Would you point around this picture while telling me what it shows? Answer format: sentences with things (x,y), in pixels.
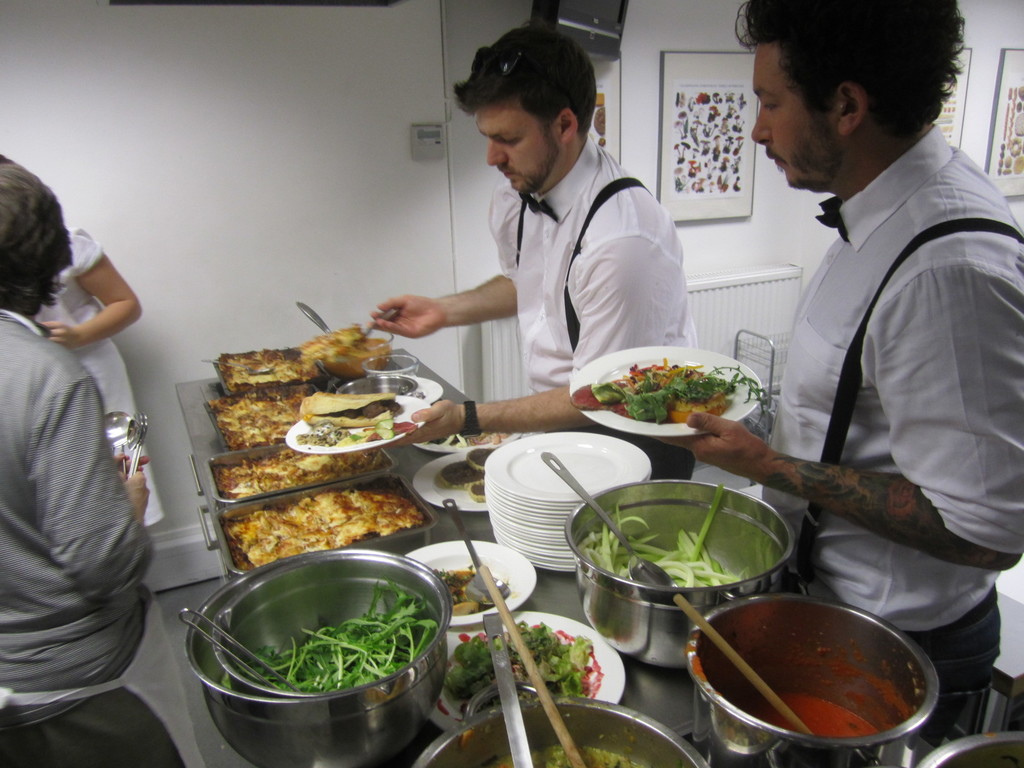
In this image there is a table (554,596) on which there are plates (537,552), bowls (732,551) with some food (370,668) in it. There are two persons (609,217) on the right side (816,322) who are holding the plates (657,422) and serving the food (371,352) with the spoons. On the left side (42,362) there are two other person (50,464) who are holding the spoons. In the background (695,112) there is a photo frame (693,126) attached to the wall (644,27).
